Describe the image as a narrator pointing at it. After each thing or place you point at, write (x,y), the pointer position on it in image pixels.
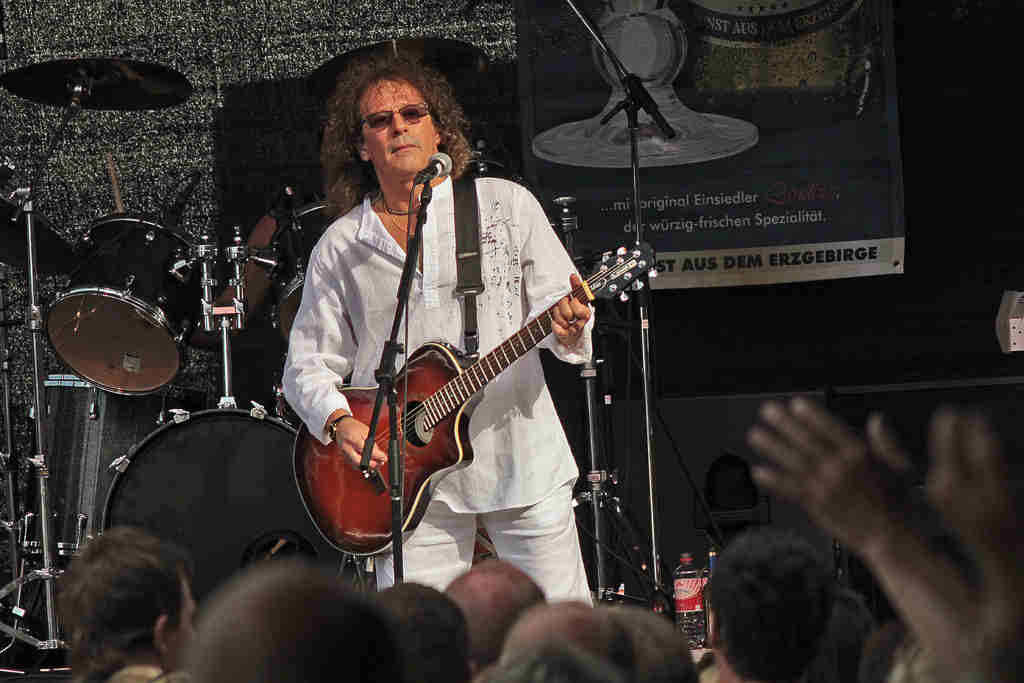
This person (442,303) standing and holding guitar (422,359). We can see musical instrument (228,378) and microphone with stand (392,392). These are audience (507,640). On the background (704,202) we can see banner (701,157).
